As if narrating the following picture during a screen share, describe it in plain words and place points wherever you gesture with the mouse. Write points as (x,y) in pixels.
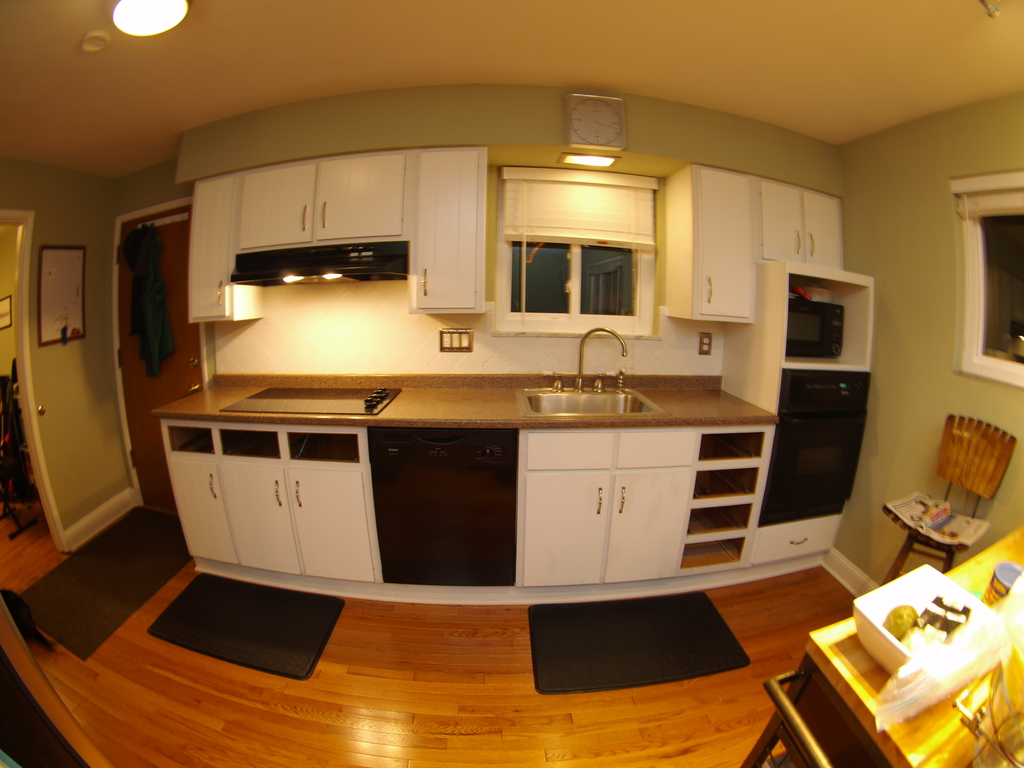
This picture is clicked inside. On the right (873,598) there are some items (916,642) placed on the top of the table (809,673) and we can see the chair (925,553) and the mats (551,674) placed on the ground (445,702). In the center (450,396) there is a kitchen platform (452,400), wash basin (601,400), tap (620,339), window (616,270), window blind (606,193), clock (586,123) hanging on the wall (551,117) and a microwave oven (822,312) and wooden cabinets (200,269) and a wooden door (176,267) and we can see the picture frame (80,301) hanging on the wall (91,319). At the top (762,34) there is a roof (200,27) and the ceiling light (161,13).
